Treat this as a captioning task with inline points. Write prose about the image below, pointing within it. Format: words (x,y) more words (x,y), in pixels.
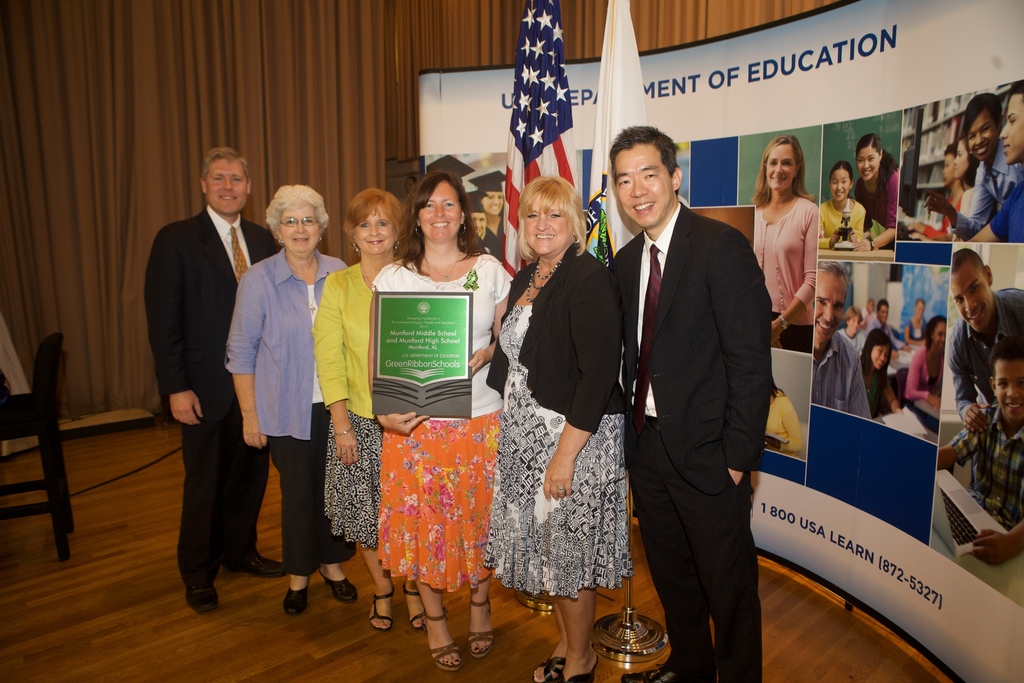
In this image we can see a group of people (517,317) standing on the floor (406,639) one person (697,353) is wearing a black coat (697,342) and tie (649,300). One woman (479,331) is wearing a white t shirt (479,331) is holding a shield (426,393) in her hand (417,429). In the background (662,86), we can see a wall (889,106) with some text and group of photos (892,369) on it. Two flags (610,115) and a chair (20,421) on the floor (45,518) and curtains (340,165).
